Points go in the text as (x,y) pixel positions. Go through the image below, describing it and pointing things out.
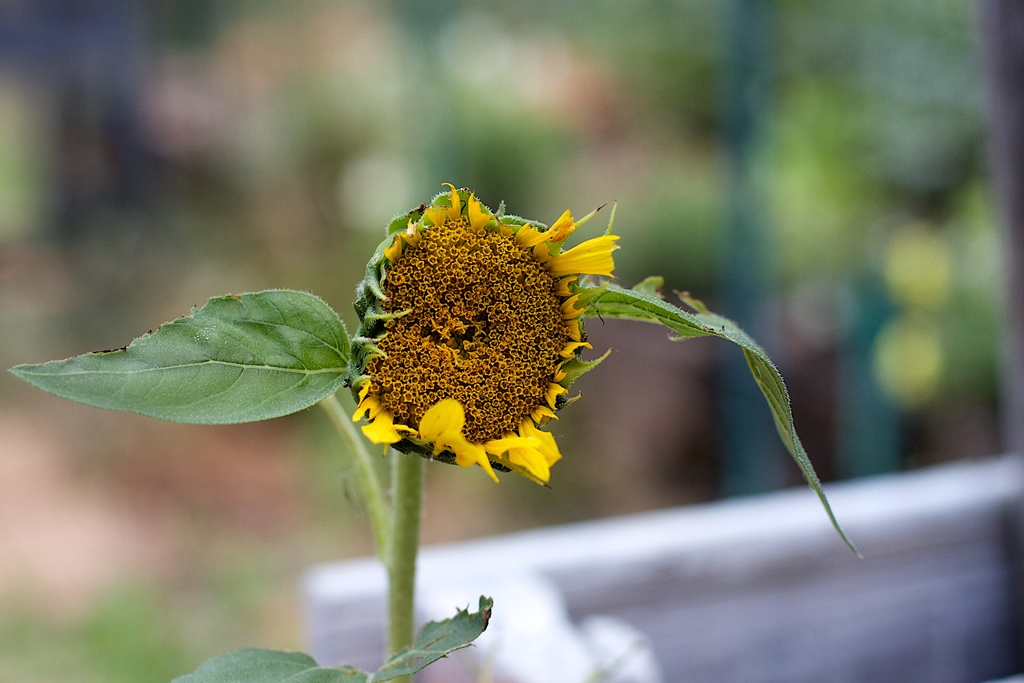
As we can see in the image there is a plant (276,400), flower (458,323) and a wall (862,536). The background (721,42) is blurred.
